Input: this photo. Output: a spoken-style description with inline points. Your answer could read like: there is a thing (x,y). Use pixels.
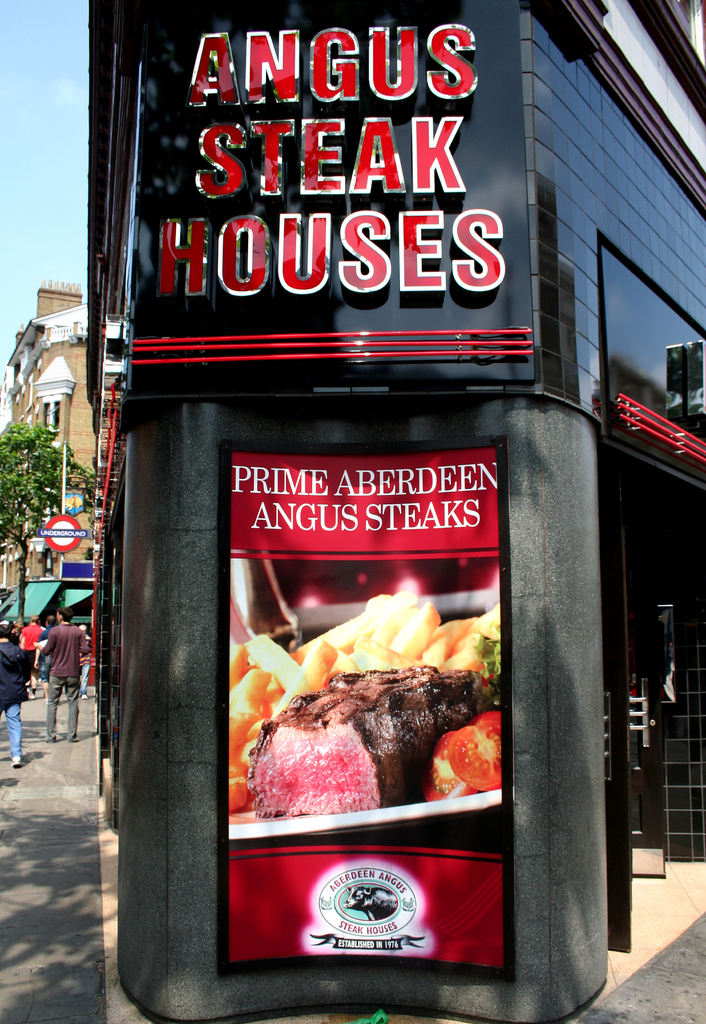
In this image we can see a building (193,403) on which it is written as Angus steak houses on the left side of the image (6,450) there are some persons (76,736) standing on the footpath (40,802), there are some buildings (51,348), trees (40,509), some signage boards (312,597) on right side of the image (621,752) there is door (613,732).
